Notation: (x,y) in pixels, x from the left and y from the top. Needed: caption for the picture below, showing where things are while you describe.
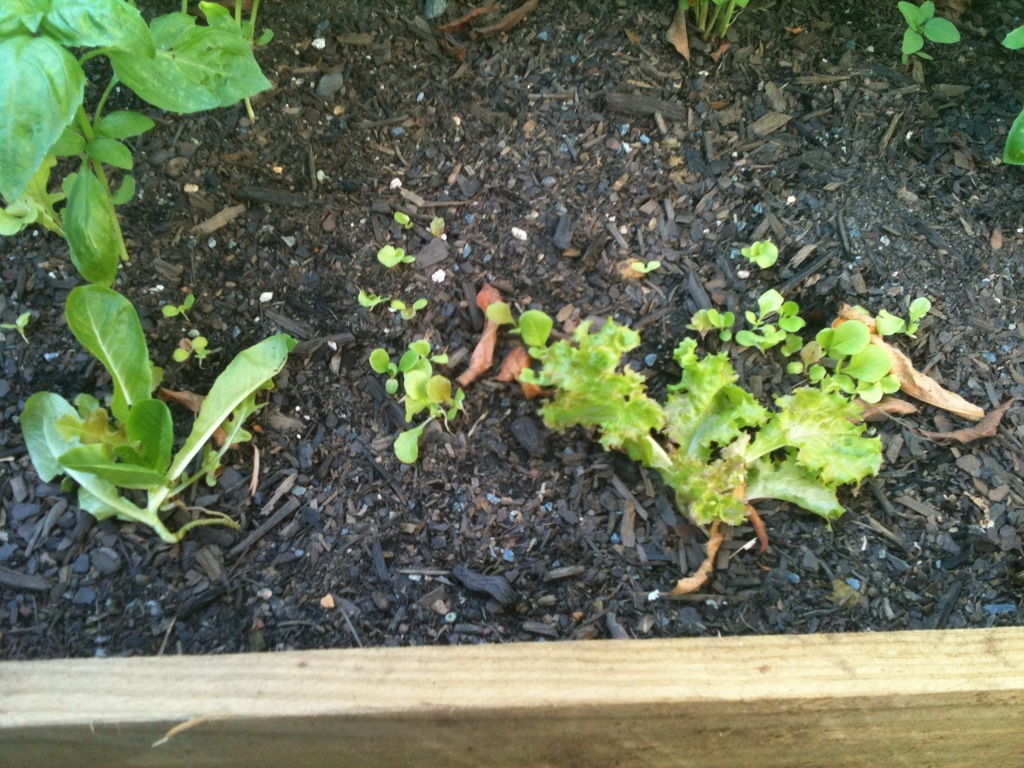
In this image there is a wooden frame (592,705), behind the wooden frame (363,683) there is soil (335,94), in that soil (629,70) there are plants (818,377).
